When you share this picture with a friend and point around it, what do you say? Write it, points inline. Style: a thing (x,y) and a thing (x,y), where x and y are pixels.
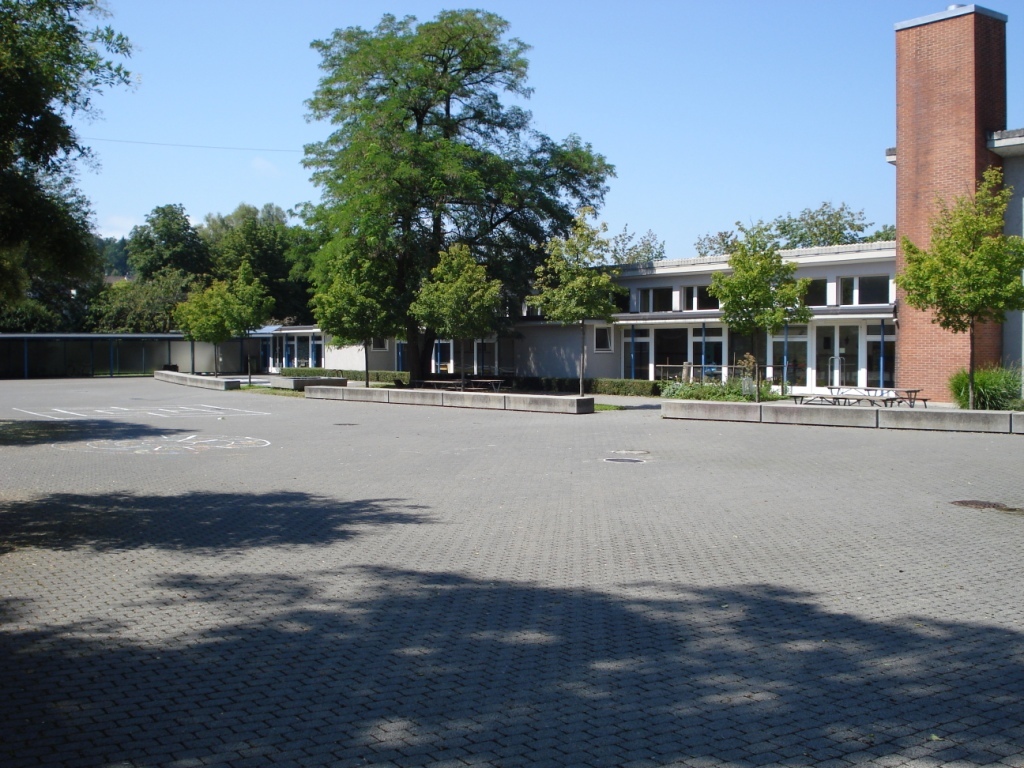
In the left side (28,132) there are green trees (401,325) and in the right side (997,354) it looks like a house (861,341), at the top (688,96) it is a sunny sky (720,77).
